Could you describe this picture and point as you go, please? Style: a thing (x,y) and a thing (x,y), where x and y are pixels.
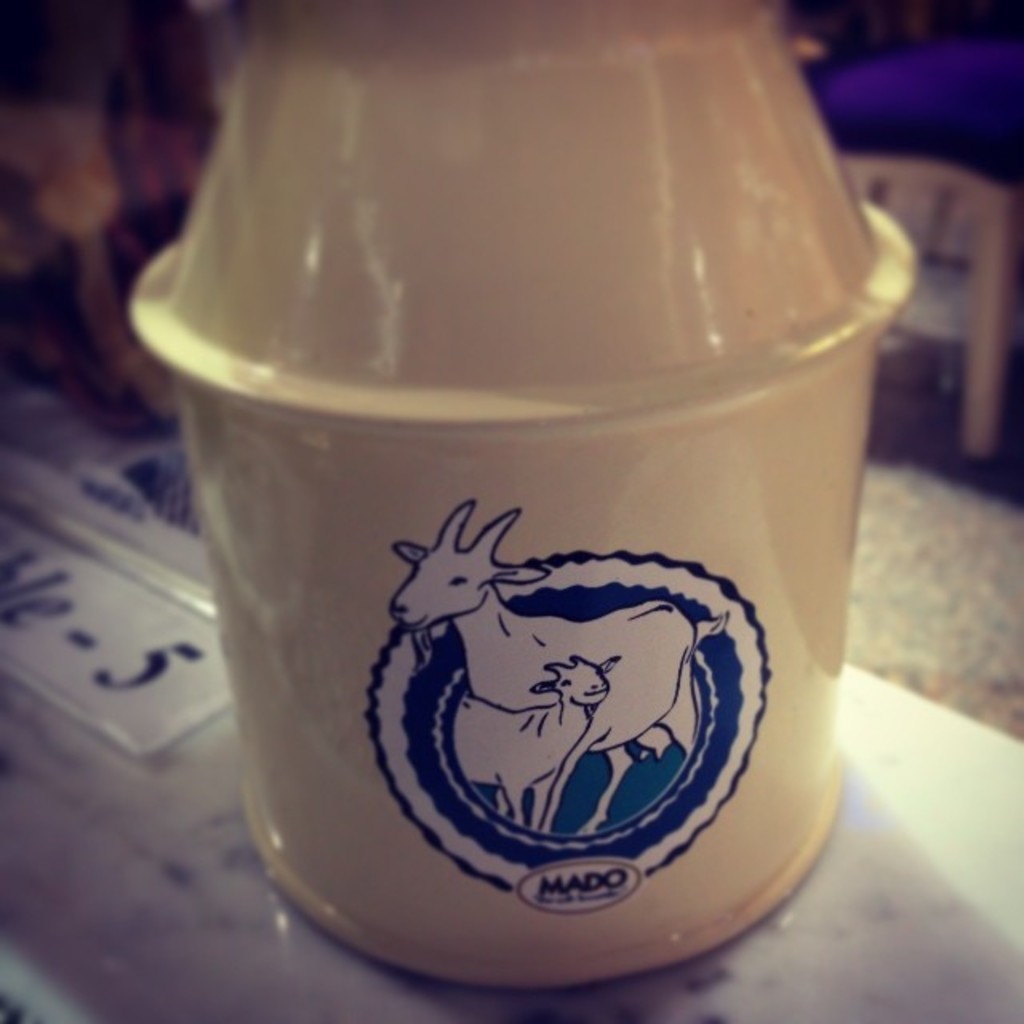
In this image we can see an object (503,735) placed on the surface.
